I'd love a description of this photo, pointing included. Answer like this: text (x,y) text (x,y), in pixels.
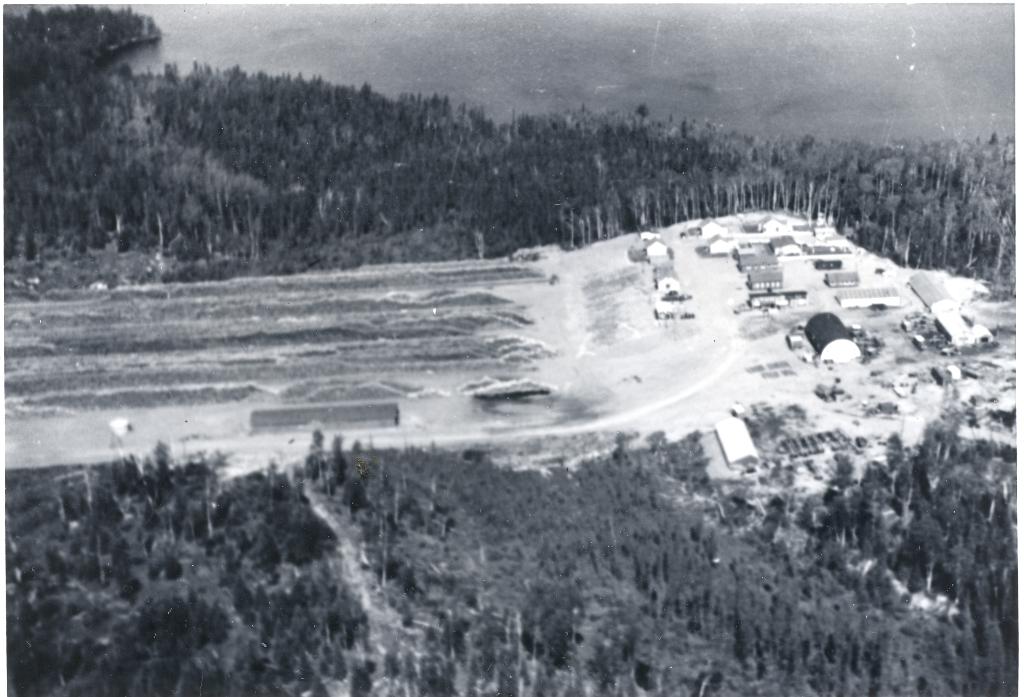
This is a black and white image. There are trees (77,86) in the middle (414,243) and bottom. There are some houses (721,226) on the right side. There is water (739,78) at the top (491,50).
